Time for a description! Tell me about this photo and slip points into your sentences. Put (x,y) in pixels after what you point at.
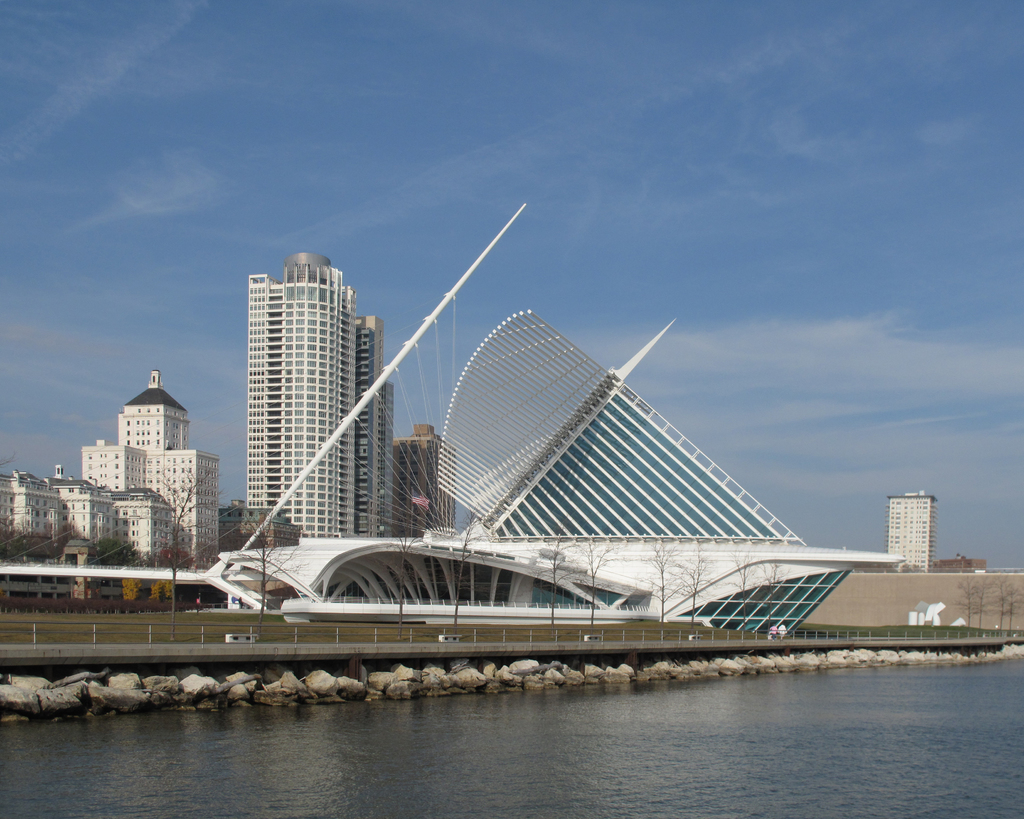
In this image I can see there are water (402,743) and stones (417,678). And there are persons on the bridge (227,652). And there are grass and buildings (372,435). And there are trees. And at the top (626,211) there is a sky (750,330).
